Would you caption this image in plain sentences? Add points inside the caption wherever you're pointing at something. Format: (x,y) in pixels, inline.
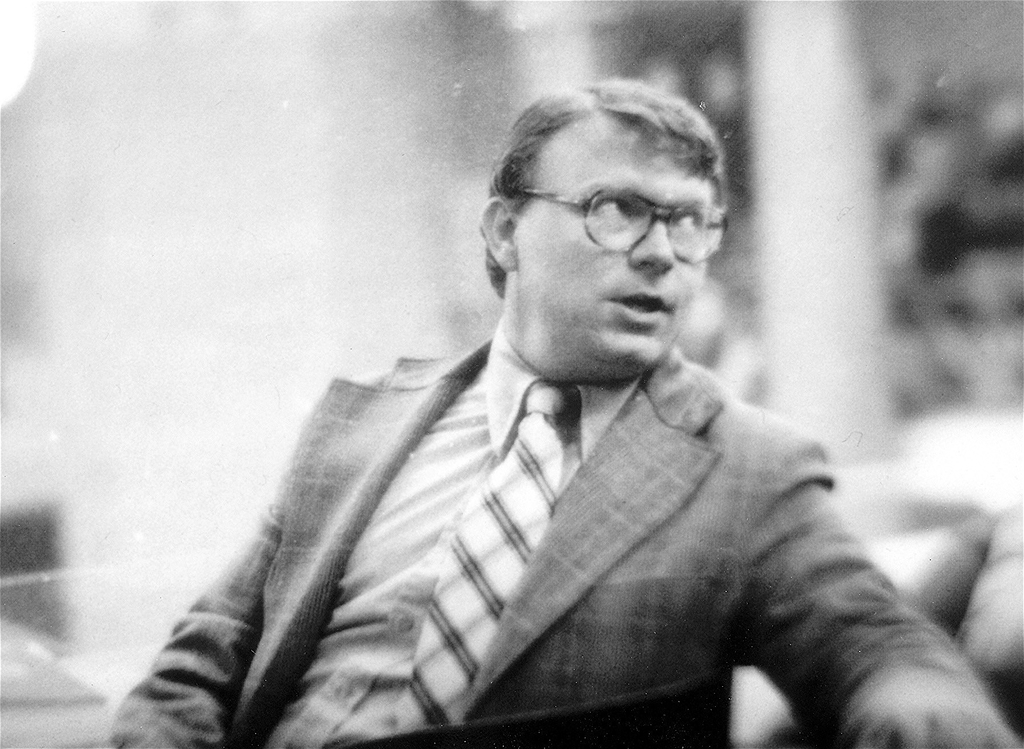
In this picture we can see a man (715,634) sitting here, there is a blurry background (325,259), we can see this image is in black and white color.
